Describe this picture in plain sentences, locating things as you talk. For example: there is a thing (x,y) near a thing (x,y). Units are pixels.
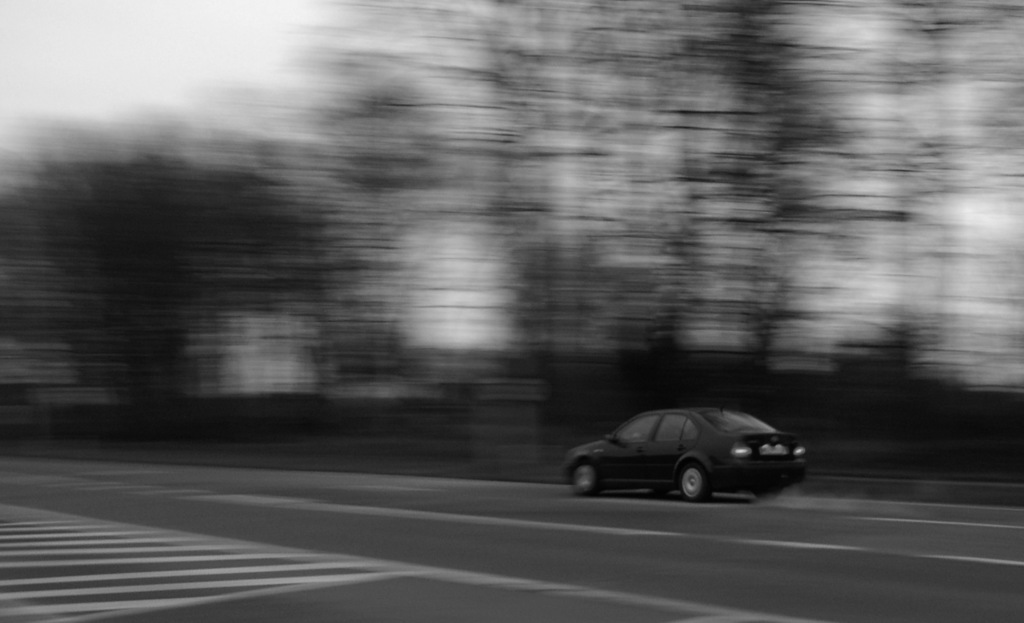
In this image I can see the vehicle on the road (464,496). In the background (392,266) I can see many trees (325,251) and the sky (314,22) and the background (389,283) is blurred. I can see the image is in white and black color.
